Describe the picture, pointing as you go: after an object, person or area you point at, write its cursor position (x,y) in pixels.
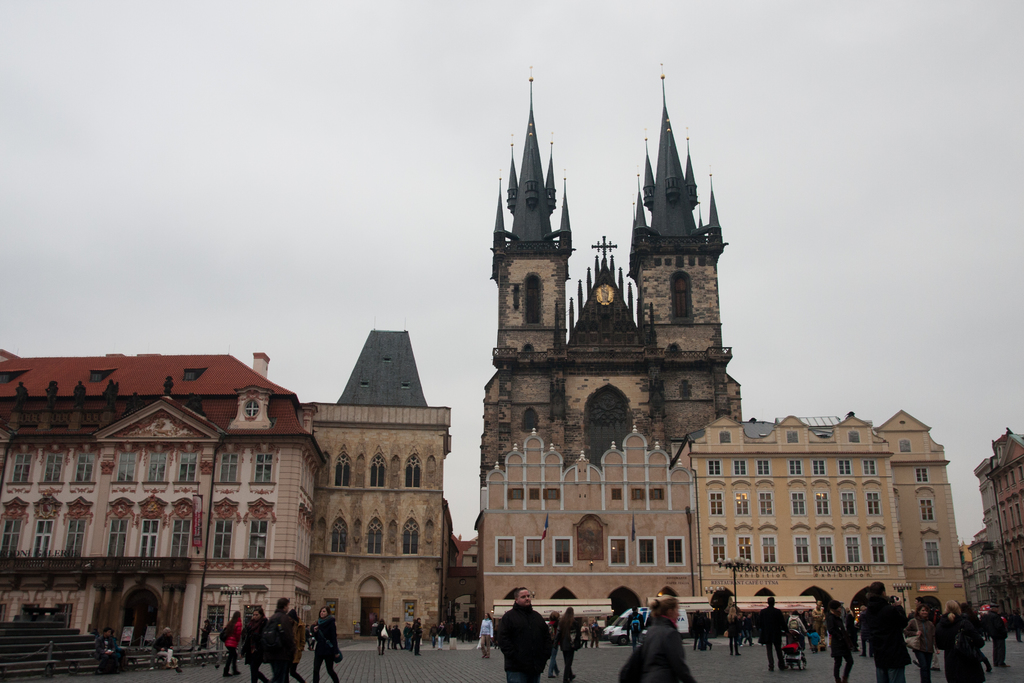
In the center of the image (406,414), we can see buildings (489,501) and there are poles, lights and stairs (58,628) and we can see people (543,621) on the road (461,658). At the top (280,126), there is sky (297,139).
